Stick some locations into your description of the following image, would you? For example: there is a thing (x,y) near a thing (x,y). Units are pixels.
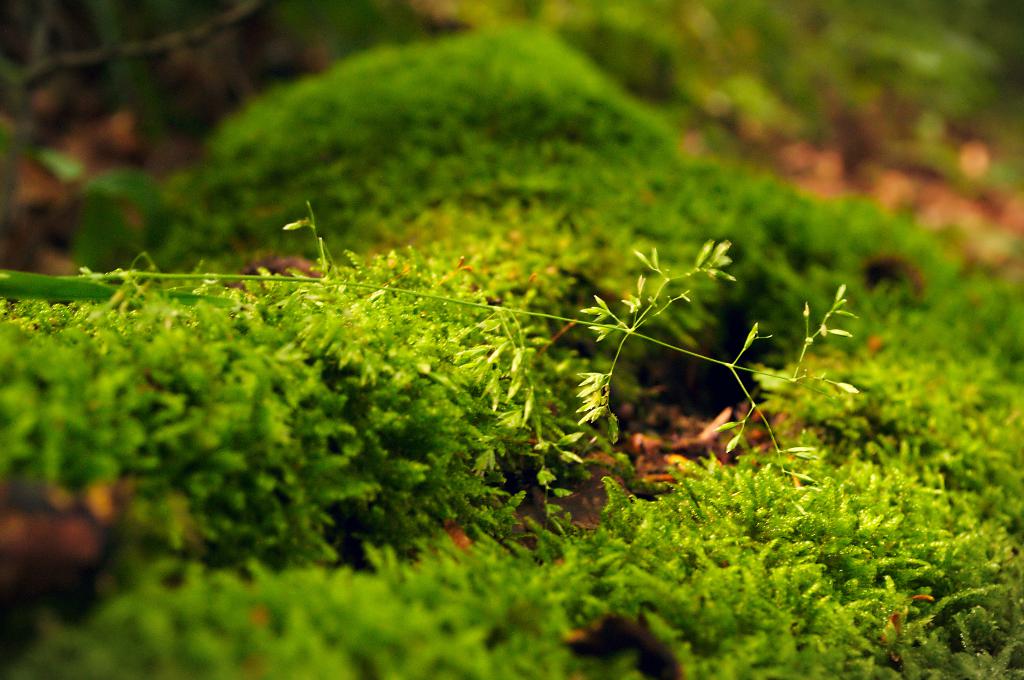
In the center of the image (413,357) there is grass (187,275).
